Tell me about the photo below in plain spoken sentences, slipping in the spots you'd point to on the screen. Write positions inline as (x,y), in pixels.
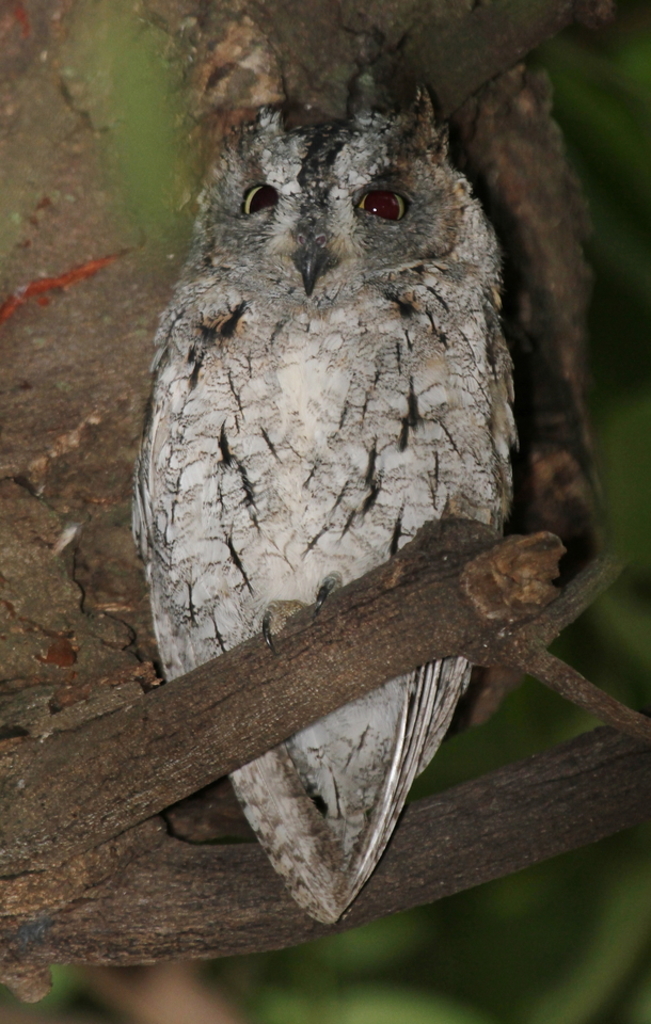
In this image I can see a white colour owl (402,154) in the front (309,781). In the background (176,987) I can see green colour and I can see this image is little bit blurry in the background (529,915). In the front (650,771) I can see sticks (382,588).
